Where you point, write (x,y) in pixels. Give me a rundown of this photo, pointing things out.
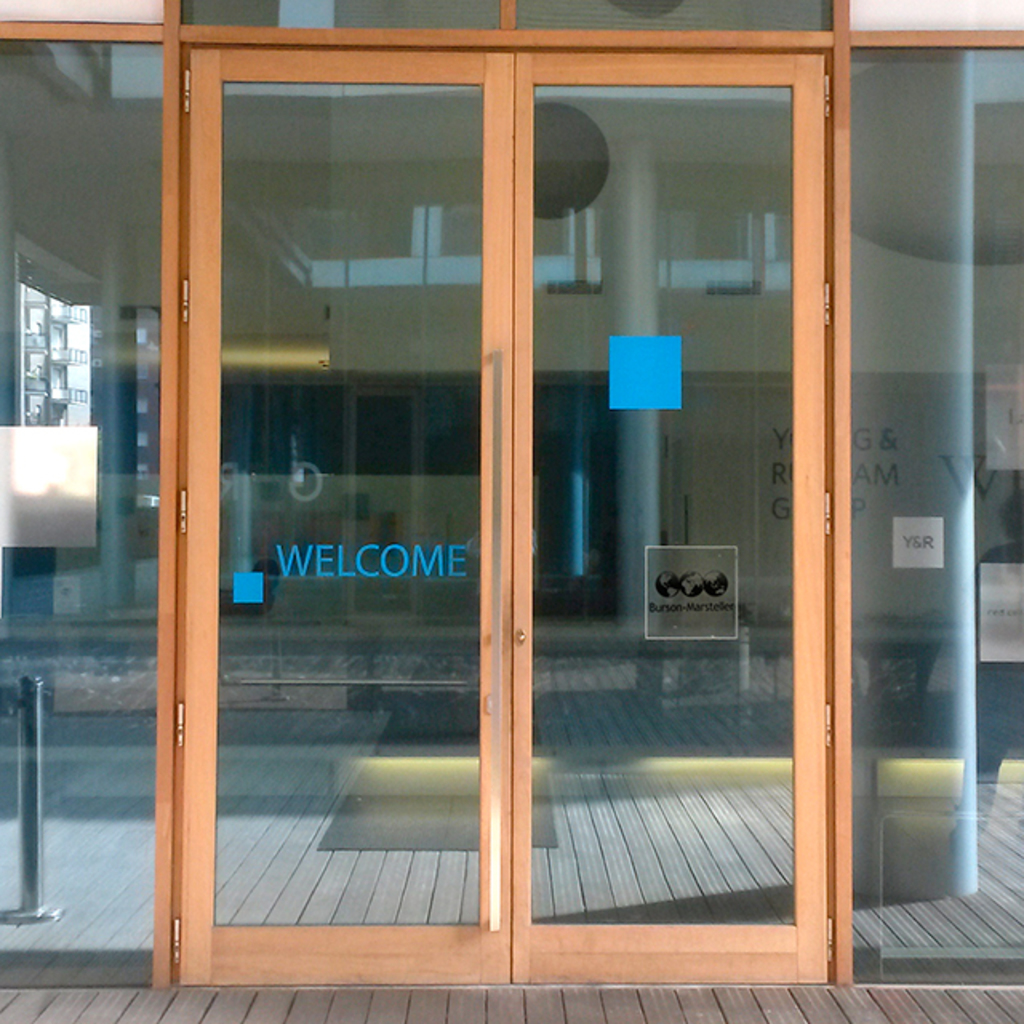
In the given image i can see a door (570,742) and behind the door (550,356) i can see a building (958,546) with some text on it.
